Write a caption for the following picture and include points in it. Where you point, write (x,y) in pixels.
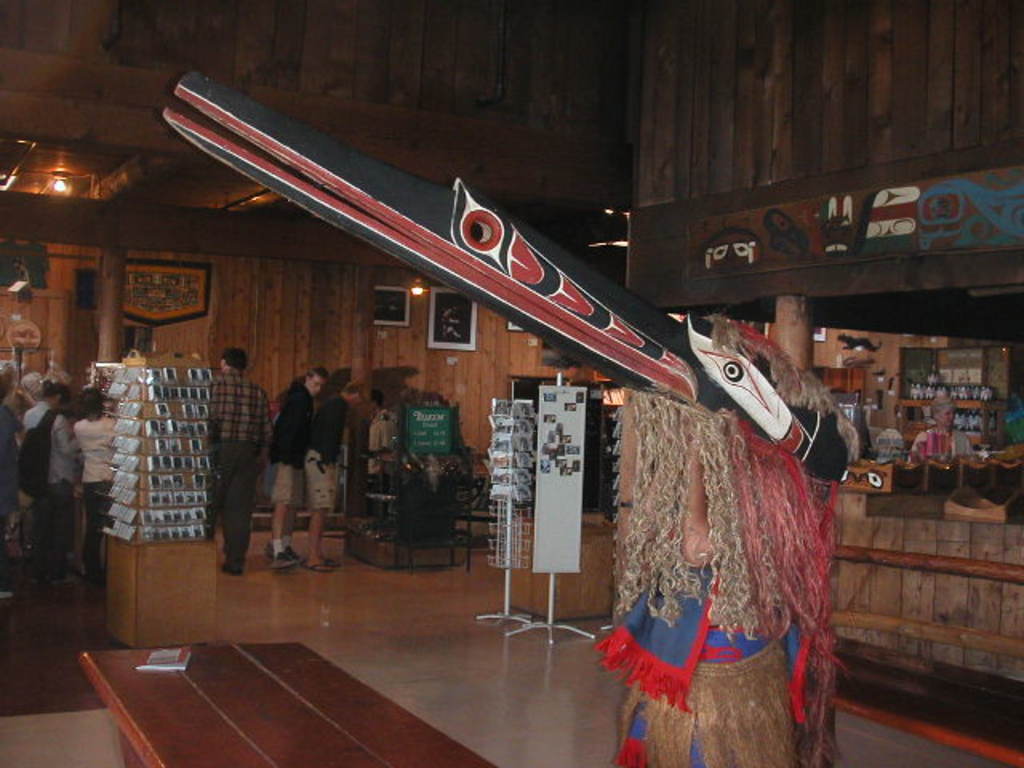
In this image there are some persons (219,498) standing at left side of this image (233,462) and there is a wall (323,319) in the background (370,319) and there is one object (733,507) kept at bottom of this image (741,518) and there is one shop (924,463) at right side of this image (883,488) and there are some objects (534,522) are kept as we can see in middle of this image (515,468). There are some photo frames (393,304) are attached on the wall (332,312) and there are some lights (416,296) at top of this image (67,182) and there is one table (295,680) at bottom of this image (301,689).
